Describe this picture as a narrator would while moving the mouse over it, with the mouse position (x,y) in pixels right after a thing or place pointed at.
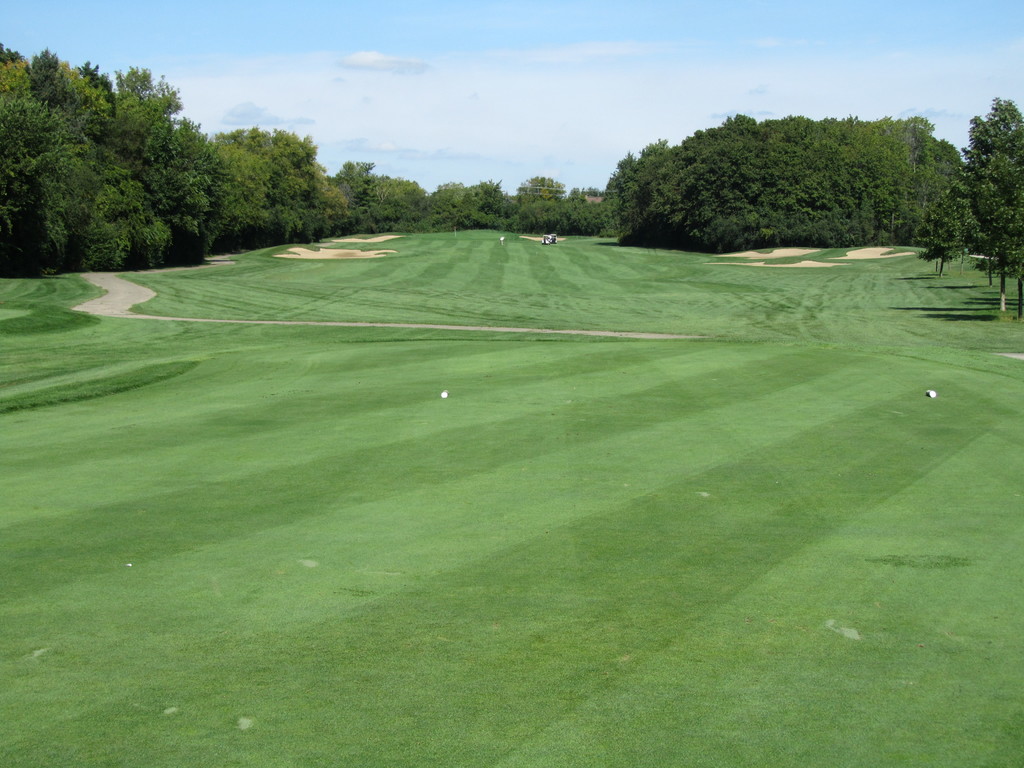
In this picture there is a ground (416,440). On the ground (754,408) there are some objects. In the center (435,325) there is a lane (98,311). On the top (351,170) there are trees (297,163) and a sky (463,117) with clouds (492,82).
